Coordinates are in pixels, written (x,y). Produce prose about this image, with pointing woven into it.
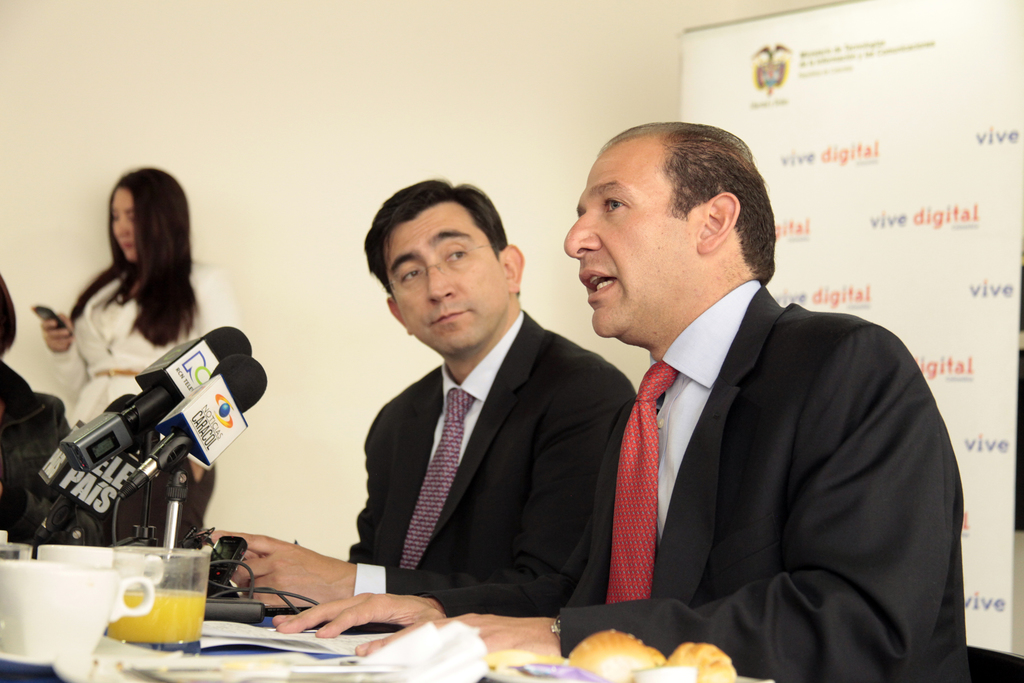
In this image we can see a few people (719,405) in a room (690,643) and among them one person (702,457) is talking and in front of him there is a table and on the table (151,655), we can see the microphones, cups (79,603), food items (625,657) and other objects (169,644). In the background (773,105), we can see the wall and poster (875,64) with some text (794,224).
